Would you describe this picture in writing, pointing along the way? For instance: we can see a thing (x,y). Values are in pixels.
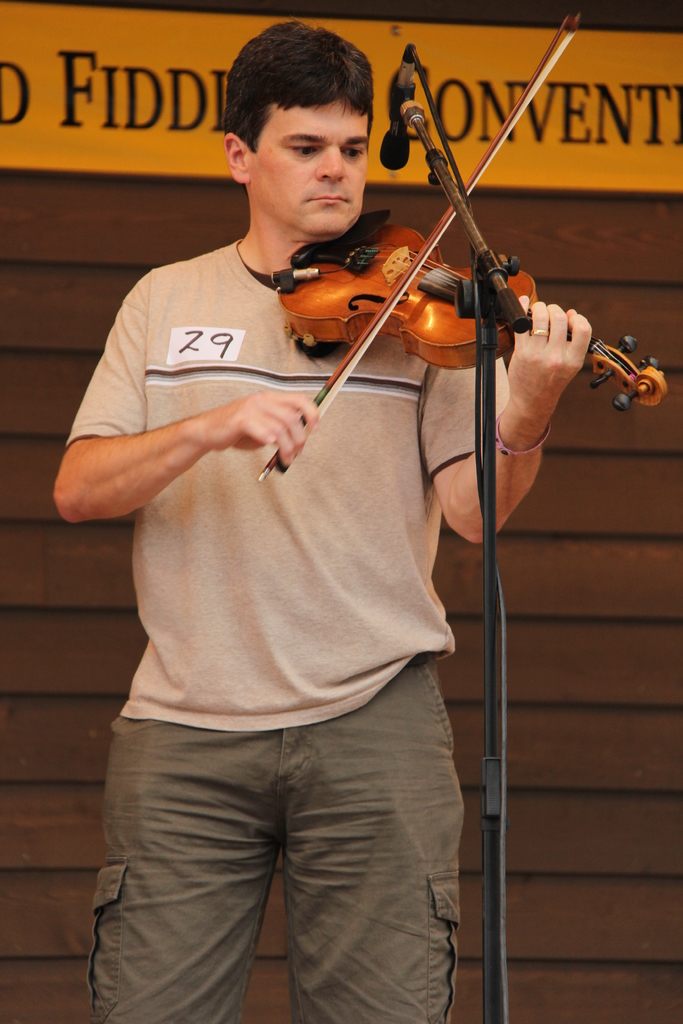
The person (395,635) is standing and playing violin (424,271) in front of a mic (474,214) and the background (63,549) is brown with something written on the yellow board (503,90).
